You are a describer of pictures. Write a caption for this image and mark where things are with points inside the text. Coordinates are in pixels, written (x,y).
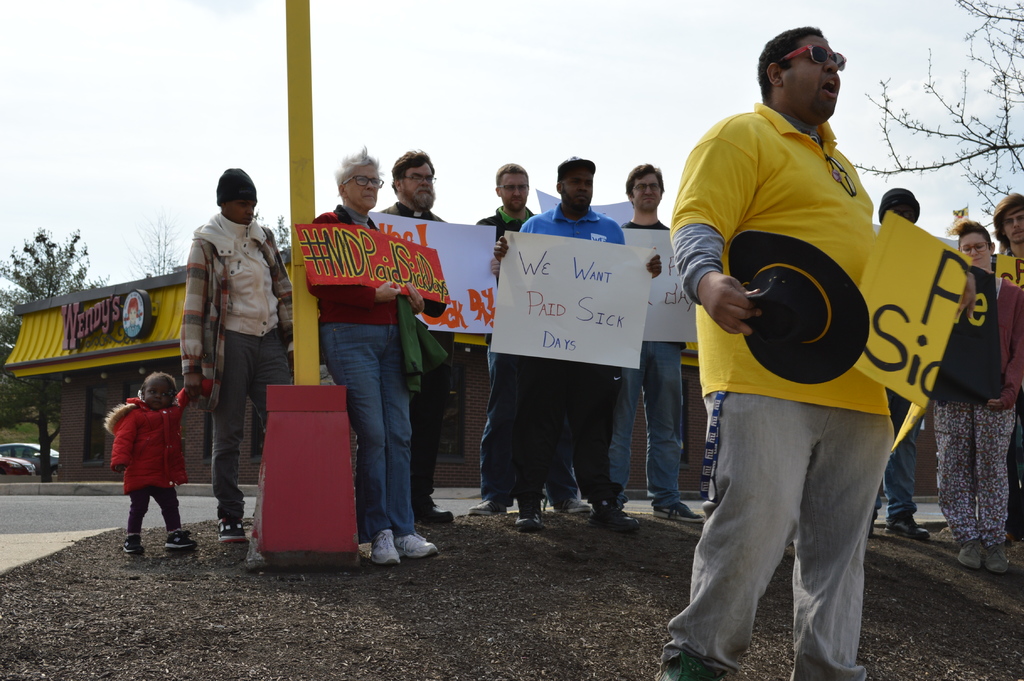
In this picture we can see a few people (505,249) holding posters (896,229) in their hands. We can see a building (62,472), tree (11,417), vehicle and a pole (293,155) is visible on the path (254,679).
